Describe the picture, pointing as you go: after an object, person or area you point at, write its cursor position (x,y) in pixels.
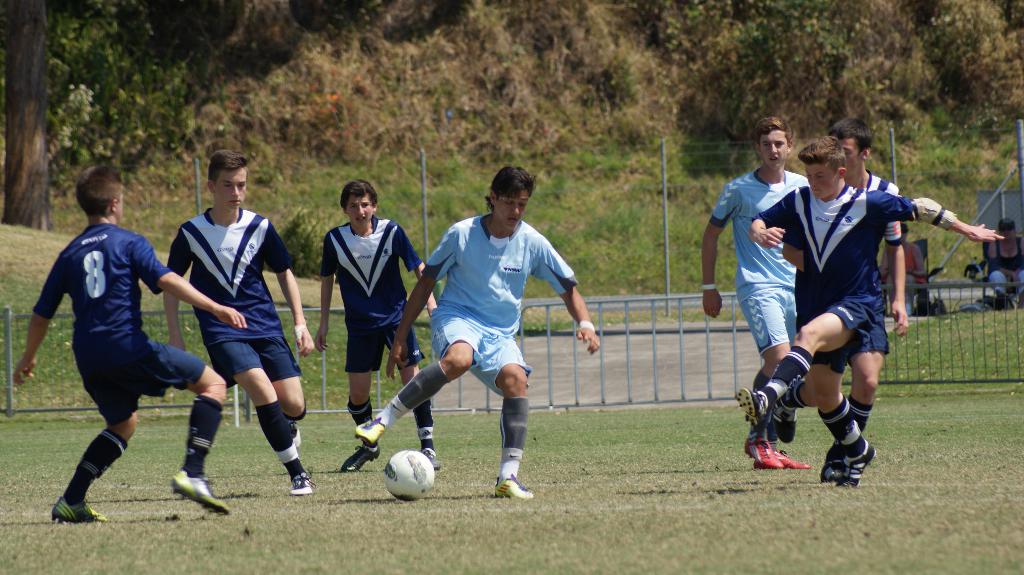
These group of people (376,262) are playing football as there is a movement in their legs (812,363). A ball (415,477) is on ground (387,497). Far there are number of trees (71,120). These two persons (916,271) are sitting on chairs (997,261).
